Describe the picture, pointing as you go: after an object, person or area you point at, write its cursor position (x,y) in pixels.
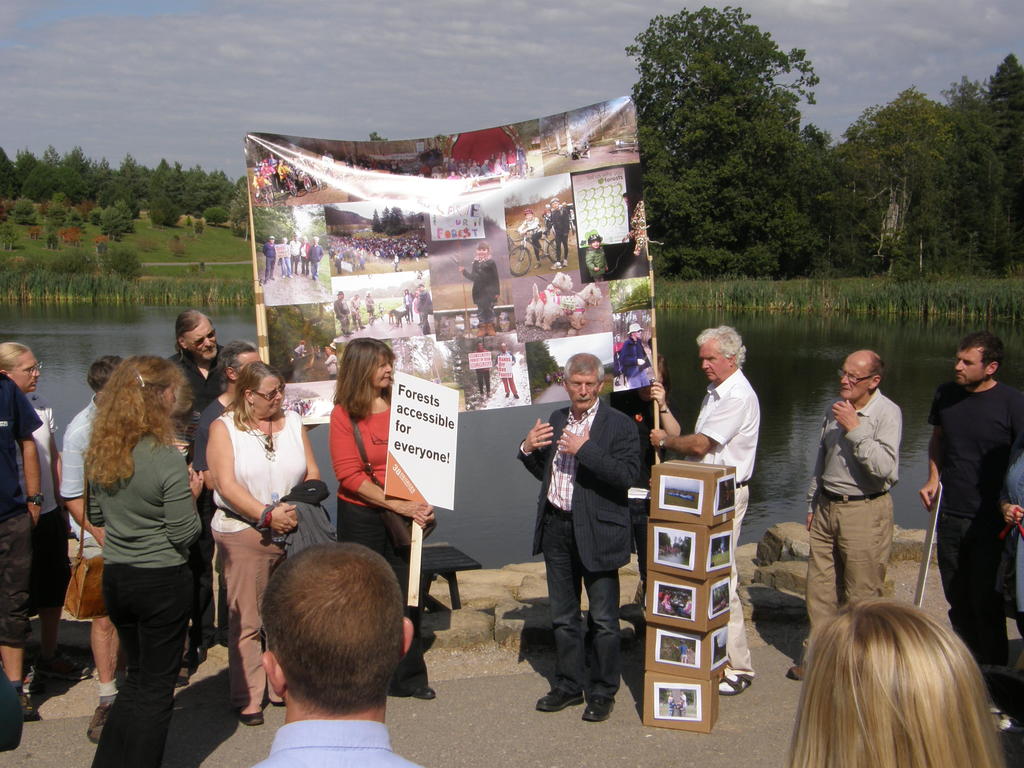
In this image I can see the group of people (840,581) with different color dresses (227,541). I can see one person (154,662) wearing the bag (78,575) and few people (369,498) are holding the boards (451,449) and banners (390,348). I can see the cardboard boxes (651,635) in-between these people (607,680). In the banner (458,284) I can see many people (485,305), boards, animals (532,306) and the trees (381,231). In the background (45,380) I can see the water (220,308), many trees (666,187) and the sky (319,86).
